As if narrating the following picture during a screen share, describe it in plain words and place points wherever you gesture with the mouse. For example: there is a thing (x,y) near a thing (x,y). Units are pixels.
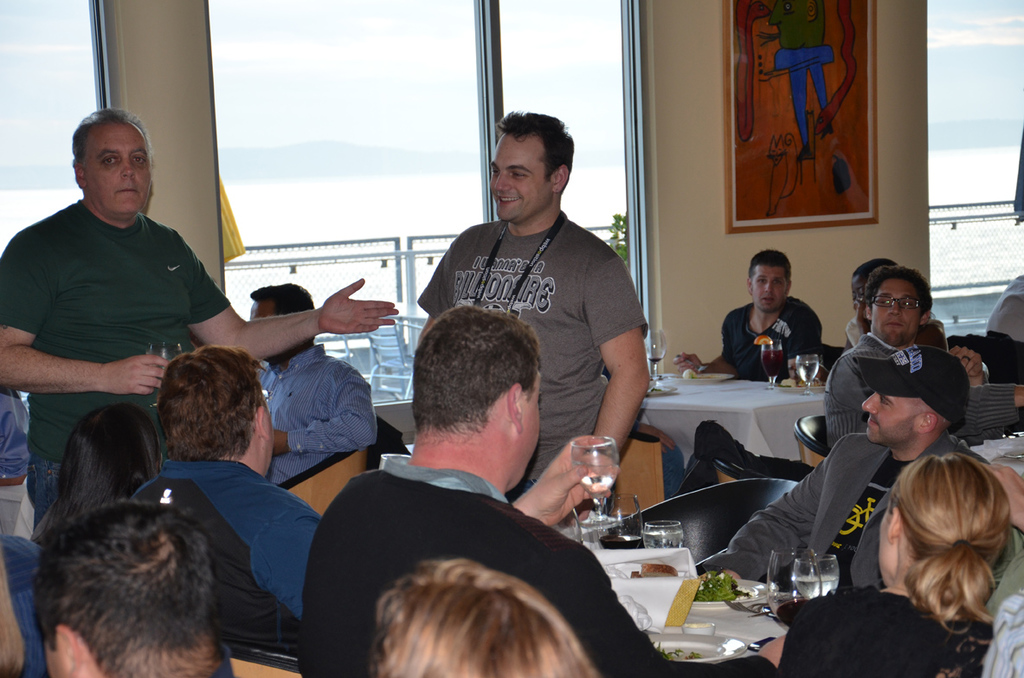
In this image I can see two persons (519,287) wearing t shirts (173,276) are standing and number of persons (468,536) are sitting on chairs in front of the table (722,617) and on the table (711,609) I can see few glasses (634,526) and few other objects (677,600). In the background (693,328) I can see the cream colored wall (701,291), a photo frame (747,198) attached to the wall (895,159) and the window (472,149) through which I can see the sky (379,67), a mountain (294,150) and the water (340,187).
